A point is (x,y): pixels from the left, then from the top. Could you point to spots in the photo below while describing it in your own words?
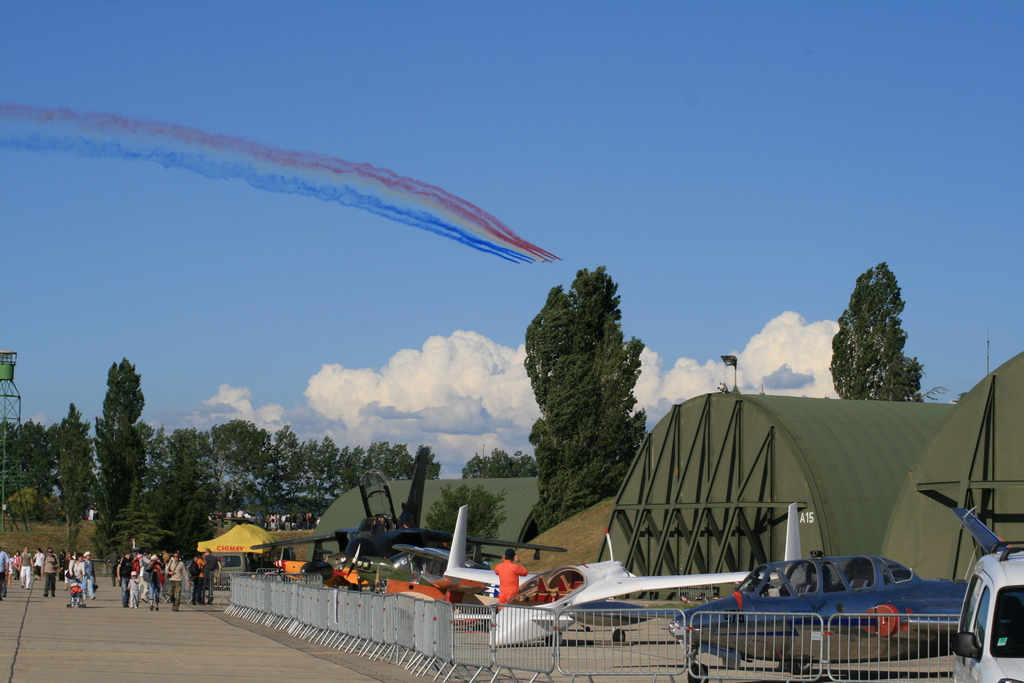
In this picture I can see the shed (889,505), trees (123,500), planes (481,602), car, fencing (764,653) and banners (230,529). On the left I can see many peoples (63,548) who are walking on the road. In the back (16,516) I can see the plants (133,438) and grass (33,550). At the top (424,214) I can see the blue and red color smoke (490,250). In the background (513,204) I can see the sky (431,305) and clouds (489,345).
